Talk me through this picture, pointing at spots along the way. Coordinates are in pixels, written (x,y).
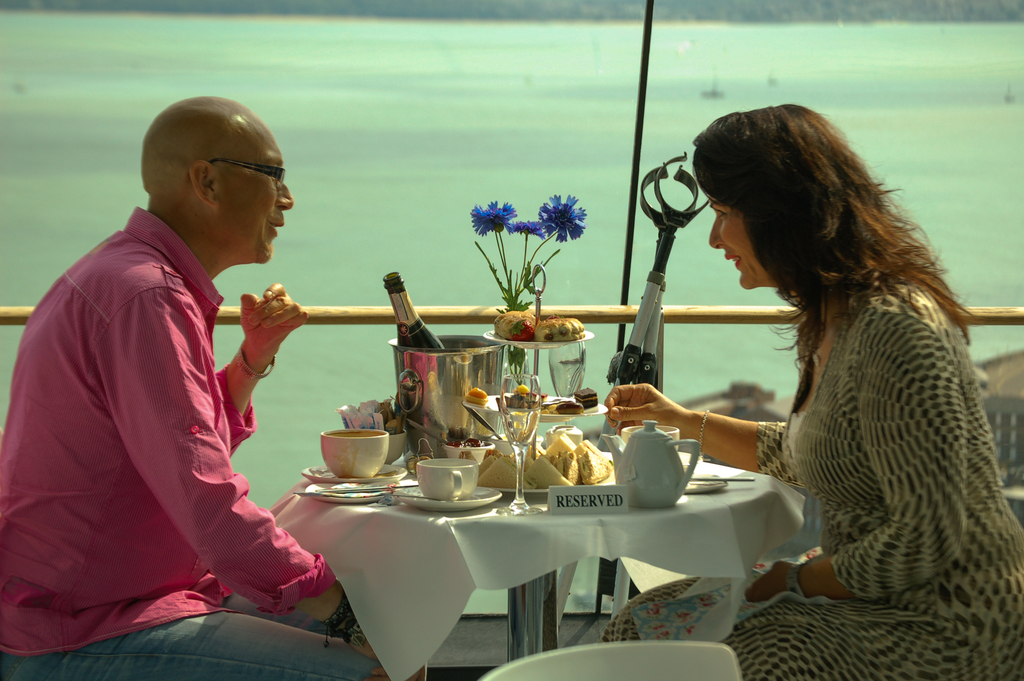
There is a man (160,387) and woman (909,665) sitting at the table (386,629). There are wine bottle (424,332), cups (469,462), glasses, food items (520,326), flower vase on the table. In the background (385,121) there is a pole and water (544,139).
